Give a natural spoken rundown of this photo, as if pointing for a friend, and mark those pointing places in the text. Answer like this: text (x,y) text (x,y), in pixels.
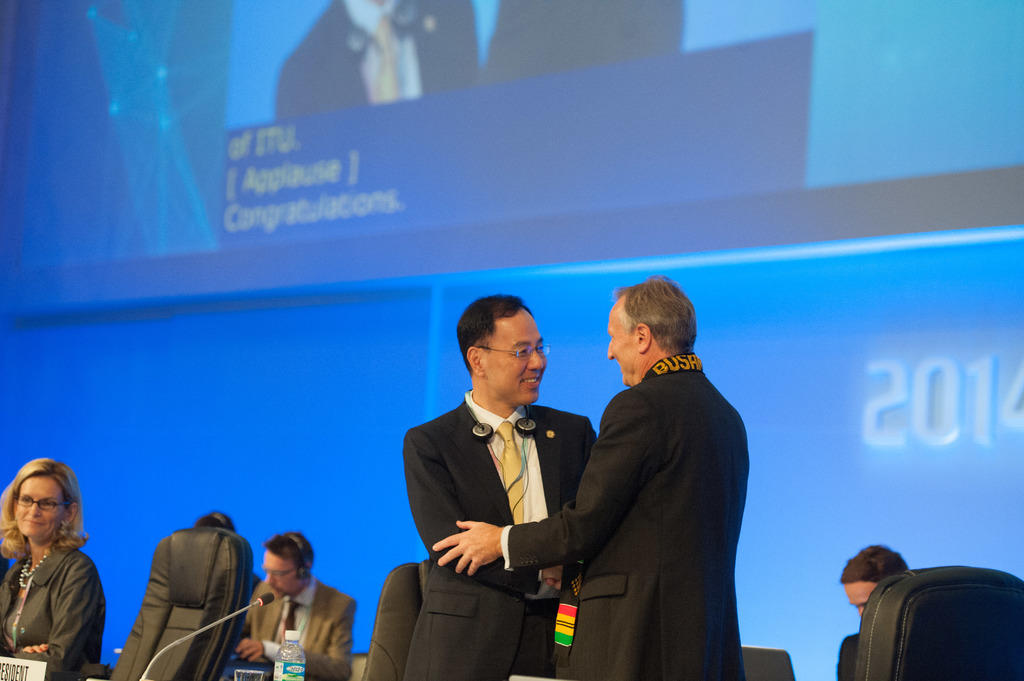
In the center of the image (606,412) we can see two mans (541,409) are standing. At the bottom of the image (385,637) we can see chairs (236,634), bottle (281,650), board (40,665), mic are present. At the top of the image (450,143) screen (459,197) is there.
